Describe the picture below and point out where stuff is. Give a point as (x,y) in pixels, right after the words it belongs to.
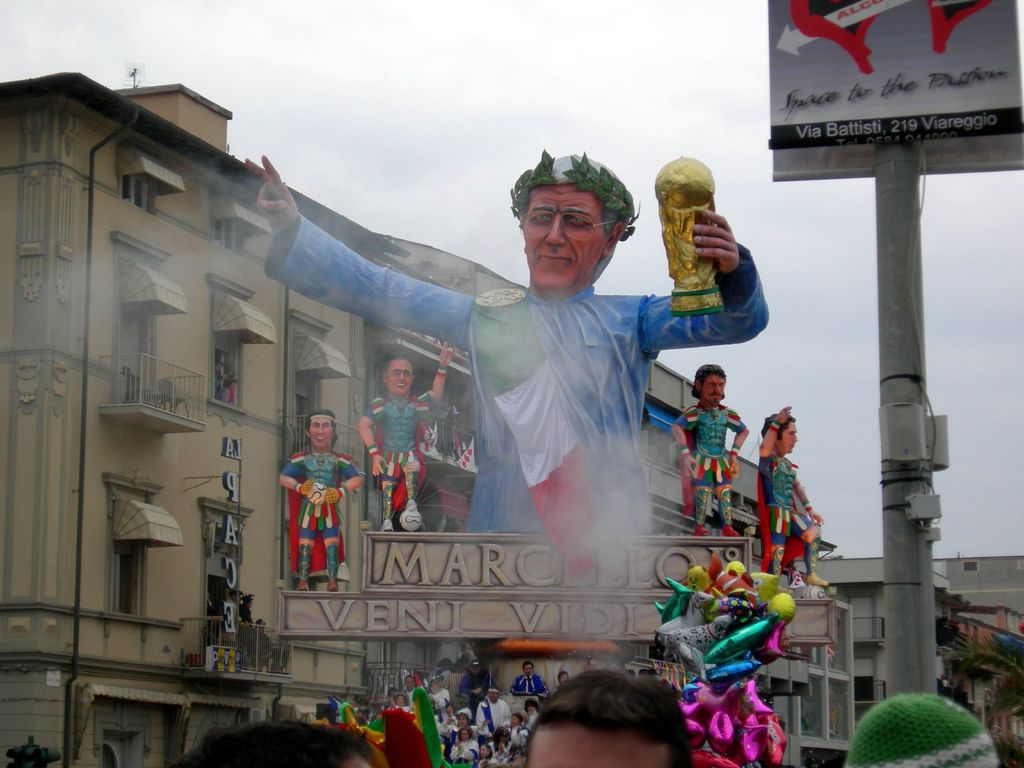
In this image there is a statue (542,494) in the middle (570,335), Beside the statue (551,487) there is a building (50,280). At the bottom (403,721) there are so many people (457,738). On the right side (895,225) there is a pole (880,271) to which there are two banners (852,120). Beside the statue (507,398) there are four other small statues (380,464). It seems like a rally. At the top (533,27) there is the sky (533,27). The statue (549,156) is holding the cup (683,243).
